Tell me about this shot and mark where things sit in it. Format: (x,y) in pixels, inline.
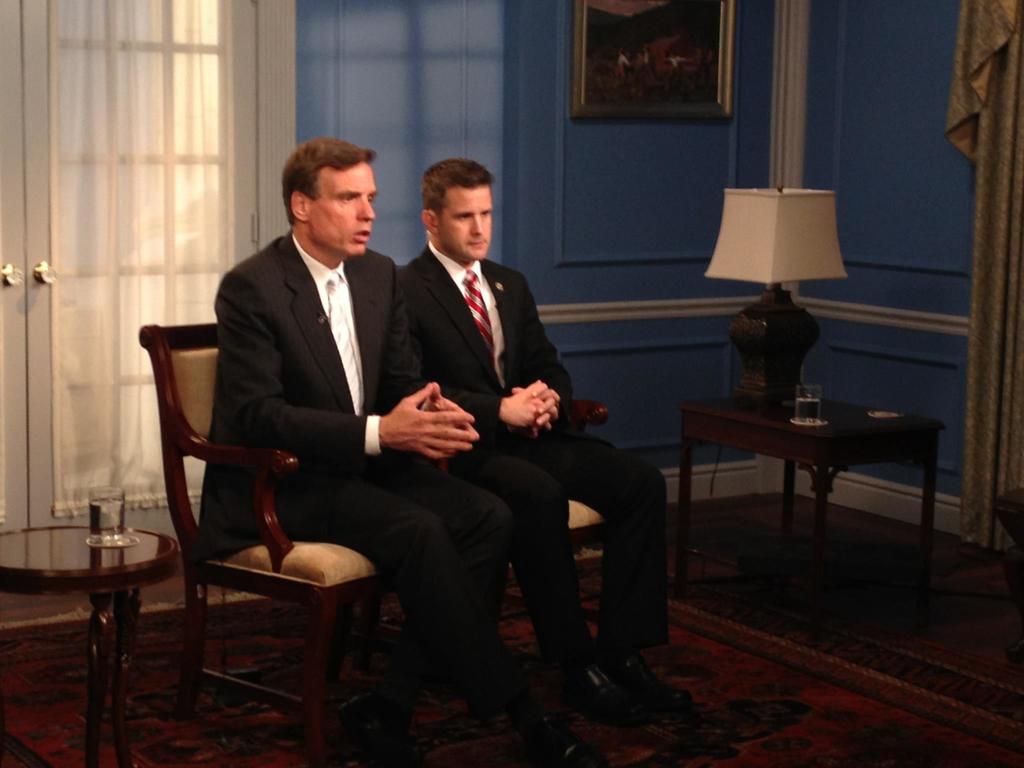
Here we can see two men (314,393) sitting on chairs (331,544) in the center (480,477), at the right side (717,427) on the table (743,422) we have a lamp (763,319) and at the left side (93,509) on the table (142,571) we have glass of water (103,527) and behind them there is a door (88,184) and at the right side (684,2) on the wall (560,112) there is a portrait (716,42) present.
